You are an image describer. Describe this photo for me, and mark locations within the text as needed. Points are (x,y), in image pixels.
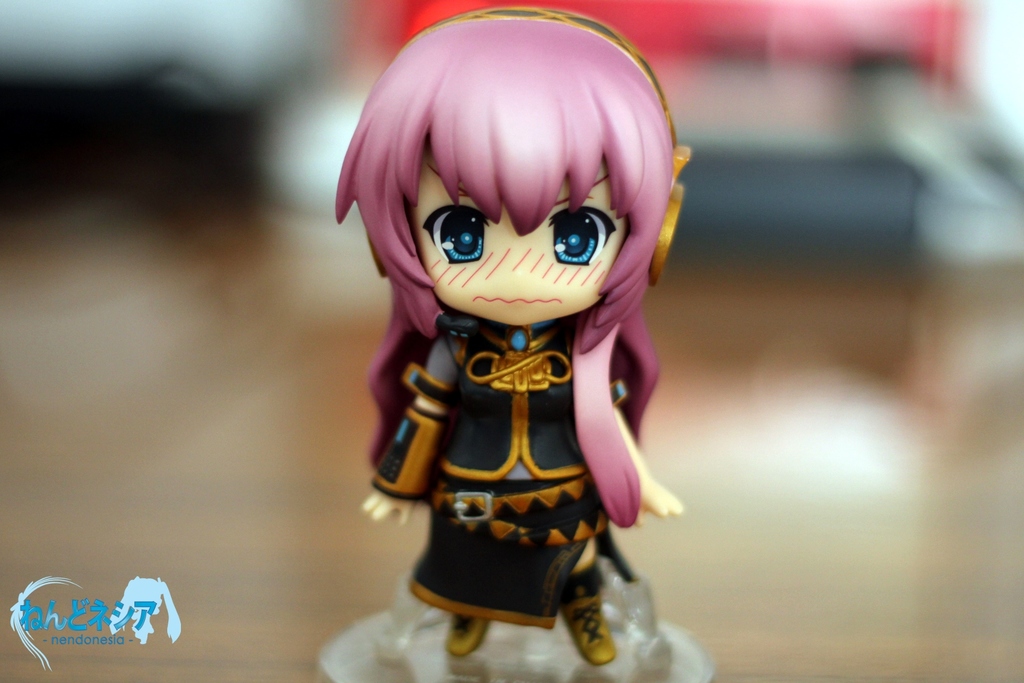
In this picture we can see a doll (546,478) here, at the left bottom (112,615) we can see a logo (177,621), we can see a blurry background (770,314) here.
